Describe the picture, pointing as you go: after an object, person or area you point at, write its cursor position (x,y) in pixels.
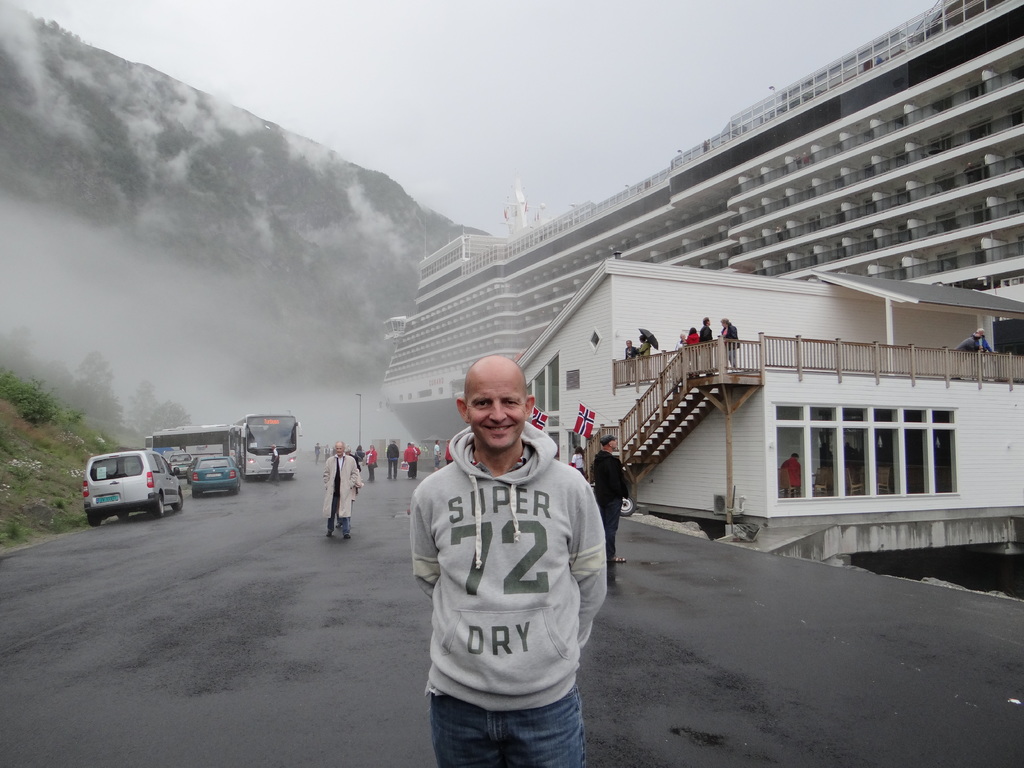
In this image I can see a ship (418,333), fog (373,296), few trees (146,429), few cars (220,466), a white colour building (716,289) and I can see number of people (495,428) are standing. Here I can see he is wearing grey colour hoodie (539,556) and I can also see smile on his face (480,415). I can also see something is written on his dress (534,577) and in the background (545,420) I can see few red colour flags (577,423).
